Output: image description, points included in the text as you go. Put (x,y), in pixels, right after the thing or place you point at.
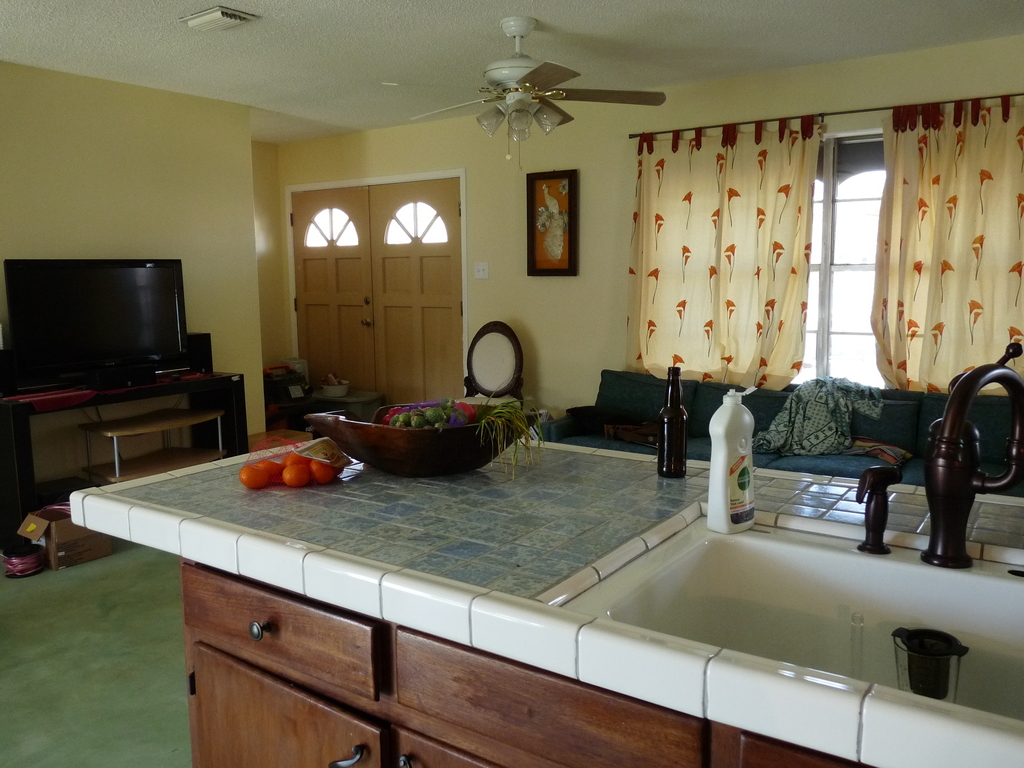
This is the picture of a room (252,433) where we have a television (75,378) on the desk (14,517) to the left side (75,378) and a door (377,208), window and a frame (574,221) to the right side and in between there is a desk (606,496) on which there is a bowl (477,461) and some things (719,488) placed on it and also a sofa (895,409) to the window side.
